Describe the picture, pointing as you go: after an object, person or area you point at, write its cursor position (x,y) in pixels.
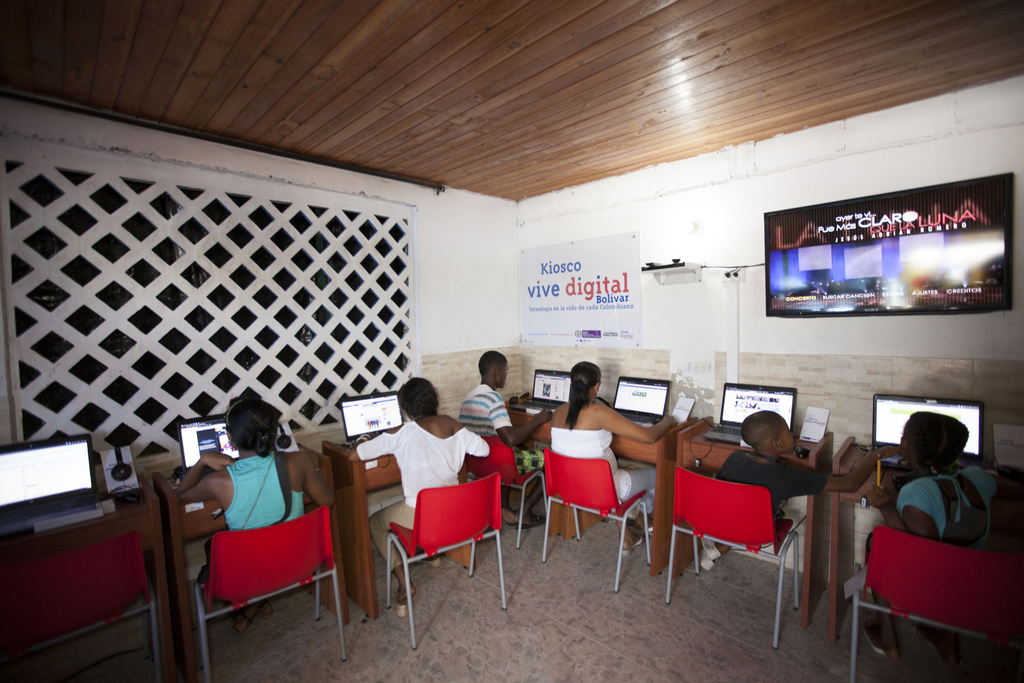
A group of persons (925,504) are sitting on the chairs (267,542) and working in the system (953,402) there is a big TV (847,280) on this wall (821,319).
